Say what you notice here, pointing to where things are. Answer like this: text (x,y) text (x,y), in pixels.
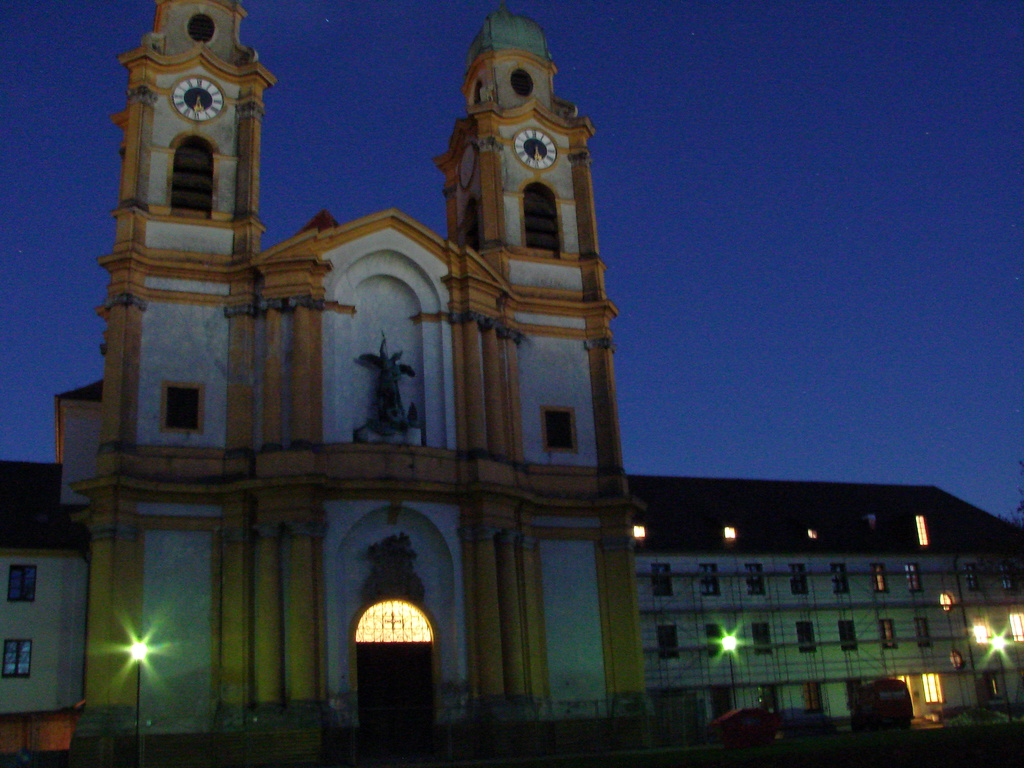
In this image, I can see the buildings (626,597) with the windows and the lights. This looks like a sculpture (377,440). I can see the wall clocks (543,161), which are attached to the building walls (211,123). At the top of the image (441,65), I can see the sky (885,272). At the bottom of the image (893,715), these look like the vehicles (877,715).
